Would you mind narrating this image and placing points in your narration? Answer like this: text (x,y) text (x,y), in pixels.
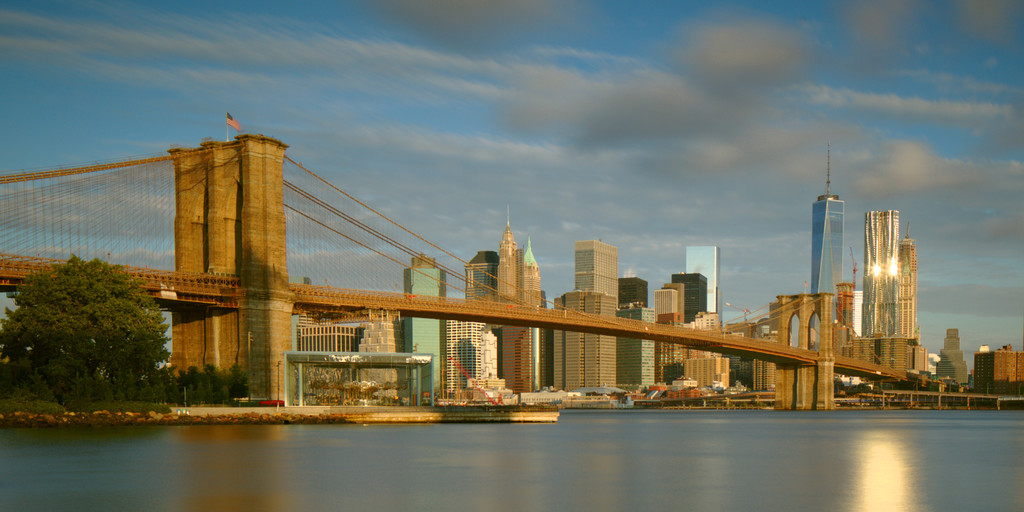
In this image, we can see some buildings (452,335). There is a river (570,456) at the bottom of the image (532,463). There are some plants (237,387) and trees (97,313) on the left side of the image (54,359). There is a bridge (255,269) in the middle of the image (497,292). There are clouds (568,130) in the sky (782,120).
